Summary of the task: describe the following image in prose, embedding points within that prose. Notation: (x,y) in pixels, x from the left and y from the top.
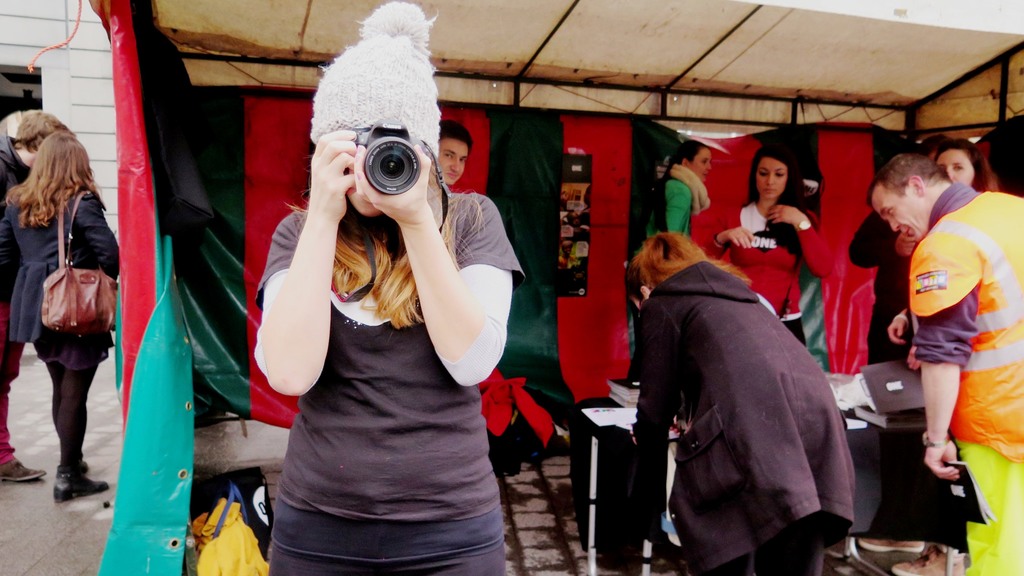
This image consists of so many persons (61,175). There is a table (867,436) on the right side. On that there are books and papers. In the middle (360,249) there is a person (414,264) who is clicking the pictures. There are some persons (40,191) on the left side (96,315).
